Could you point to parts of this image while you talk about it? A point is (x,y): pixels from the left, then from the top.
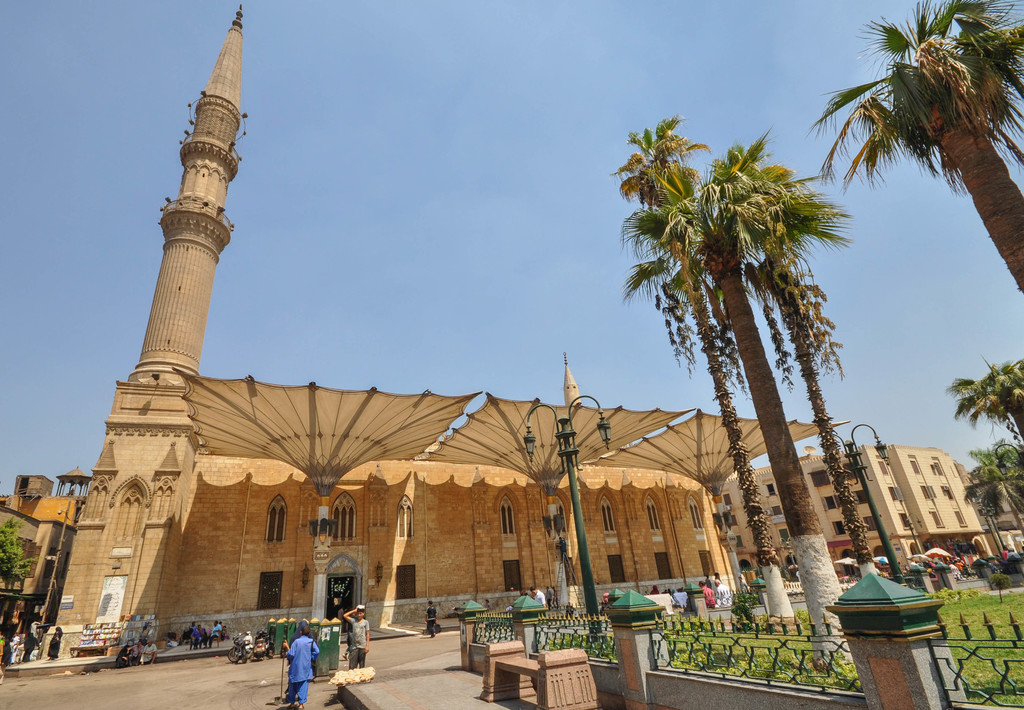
In the picture I can see people (359,648) walking on the road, I can see fence (918,647), trees (835,647), tents (253,404), light poles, buildings (356,533) and the sky (484,240) in the background (533,91).
